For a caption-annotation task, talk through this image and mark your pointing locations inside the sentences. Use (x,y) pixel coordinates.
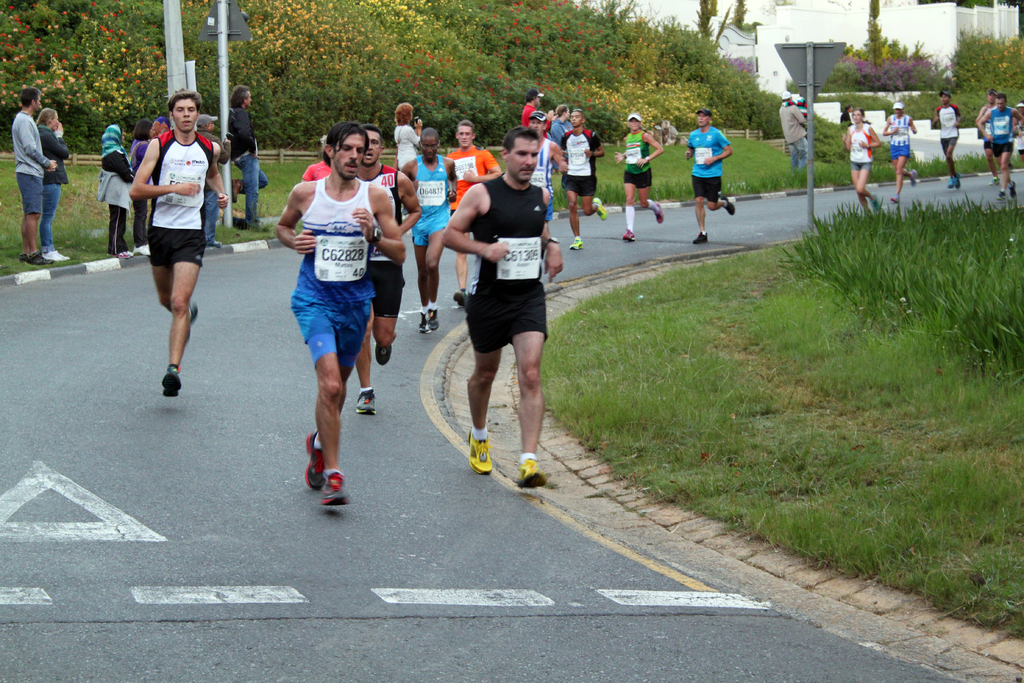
In this image few persons (364,410) are running on the road (408,619). They are wearing sports dress (626,211). Few persons (51,214) are standing on the grassland (96,216) having few poles (224,112). Right side (865,484) there is grass land (851,391) having few plants (844,261) and pole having a board (802,75) attached to it. Background (100,90) there are few plants (467,62) and trees (495,64). Right top there is a building (789,13).
